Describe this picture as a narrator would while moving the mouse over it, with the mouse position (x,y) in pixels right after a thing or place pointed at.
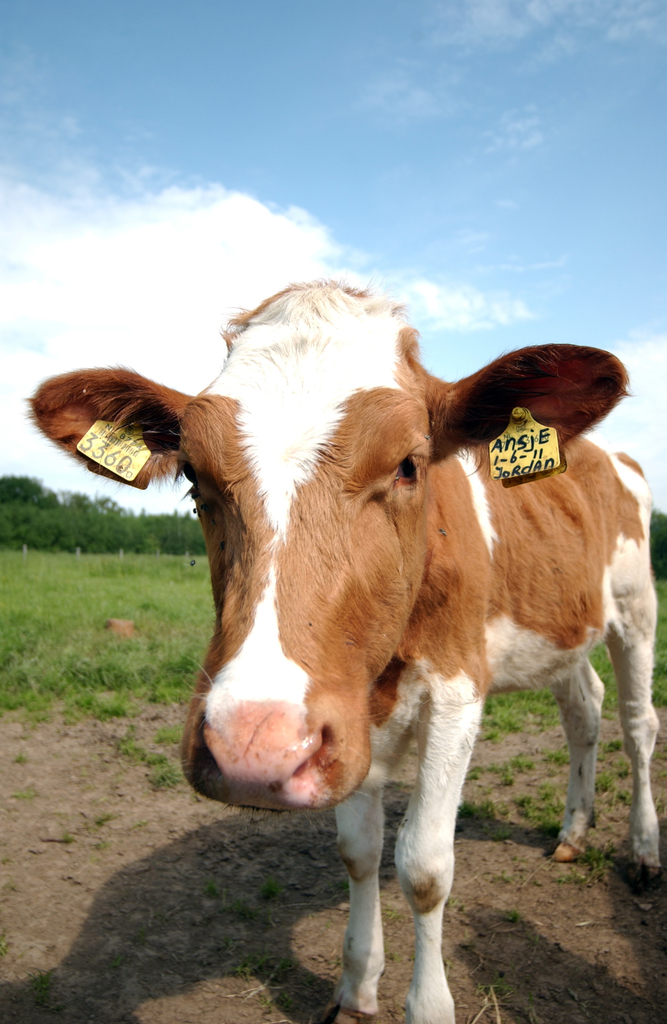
In this picture we can see white and brown color cow (472,552), standing in the ground (458,887) and looking to the camera. On the top (331,179) there is a sky (364,191) and clouds (242,237).
